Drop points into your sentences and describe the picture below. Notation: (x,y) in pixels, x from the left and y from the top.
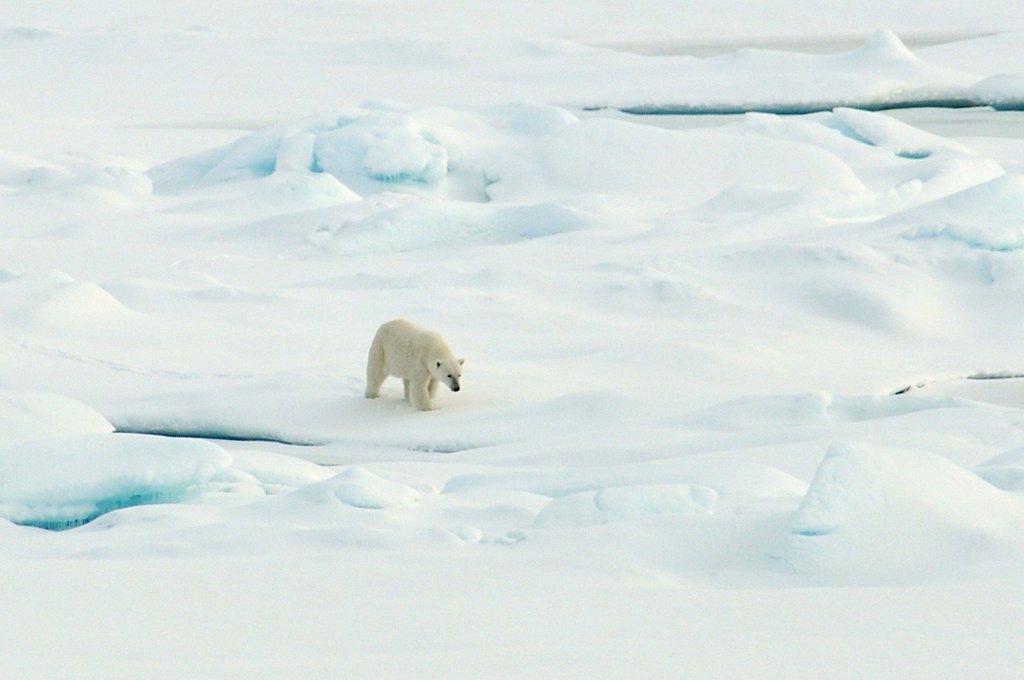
In this image we can see a white polar bear (386,336) on the ice (275,459).
